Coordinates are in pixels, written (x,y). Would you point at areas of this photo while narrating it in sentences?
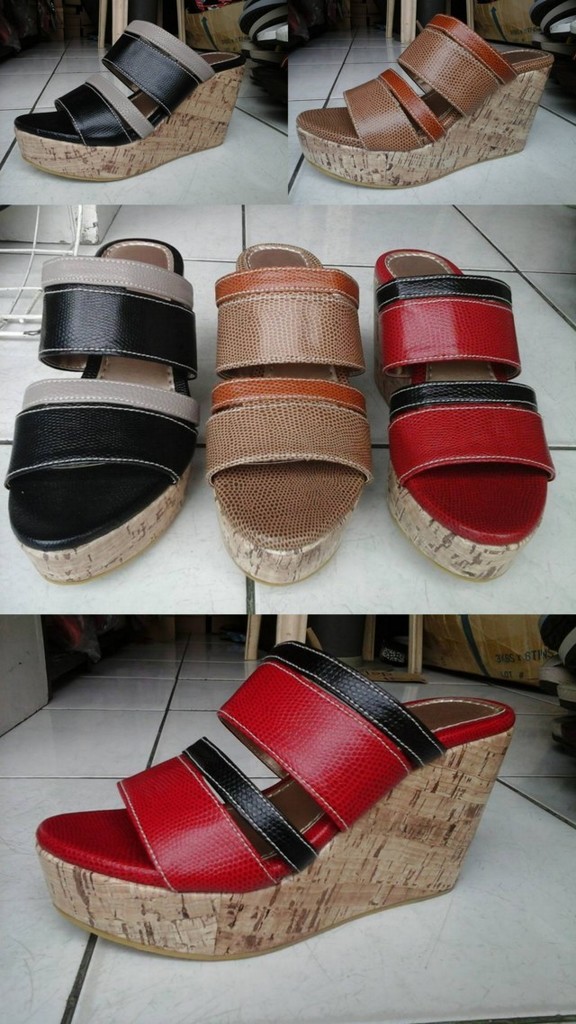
This image is collage of different pictures. In all the pictures there are wedges (97,135).
